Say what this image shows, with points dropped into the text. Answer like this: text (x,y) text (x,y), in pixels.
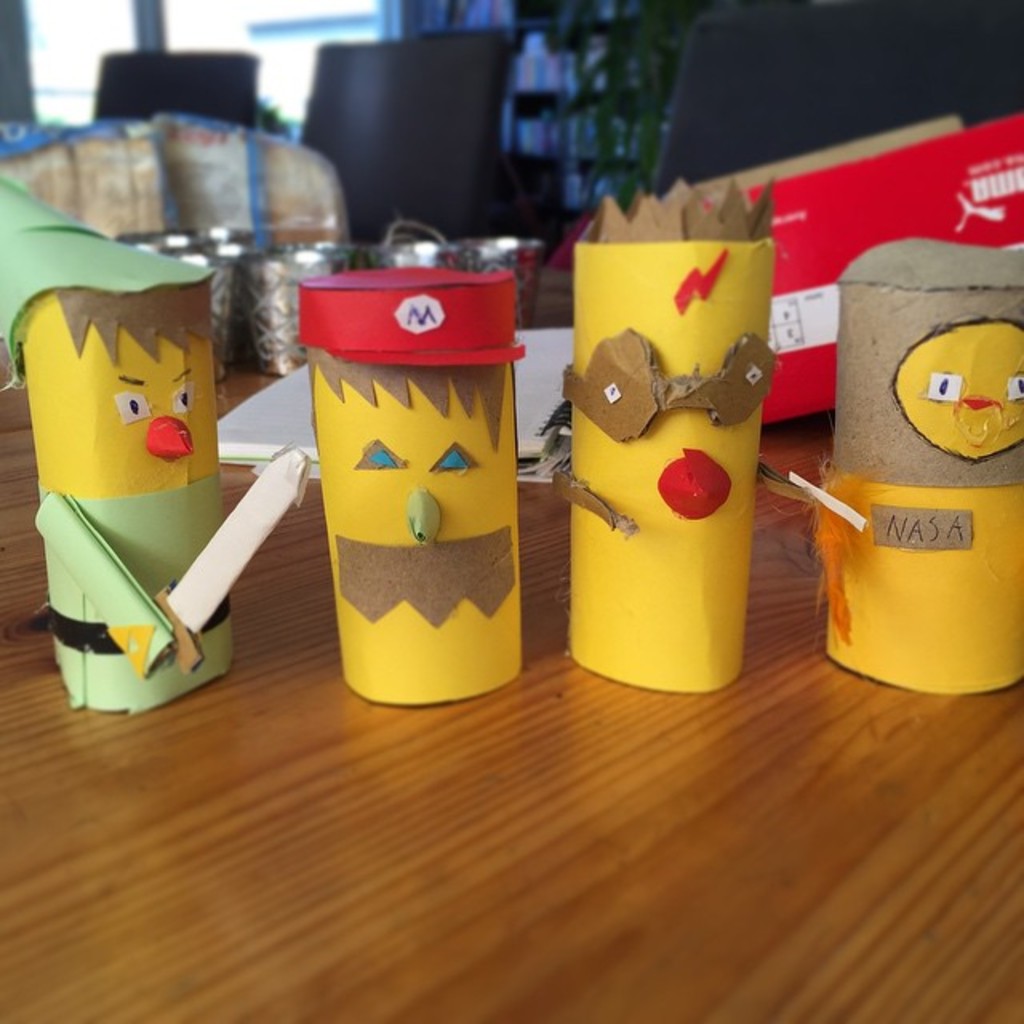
In the foreground (263,625) there is a wooden table (273,591), on the table (281,609) there are paper toys (469,440), books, box (933,217), jars (333,253), and various objects (320,163). In the background (232,31) it is window (60,31).
